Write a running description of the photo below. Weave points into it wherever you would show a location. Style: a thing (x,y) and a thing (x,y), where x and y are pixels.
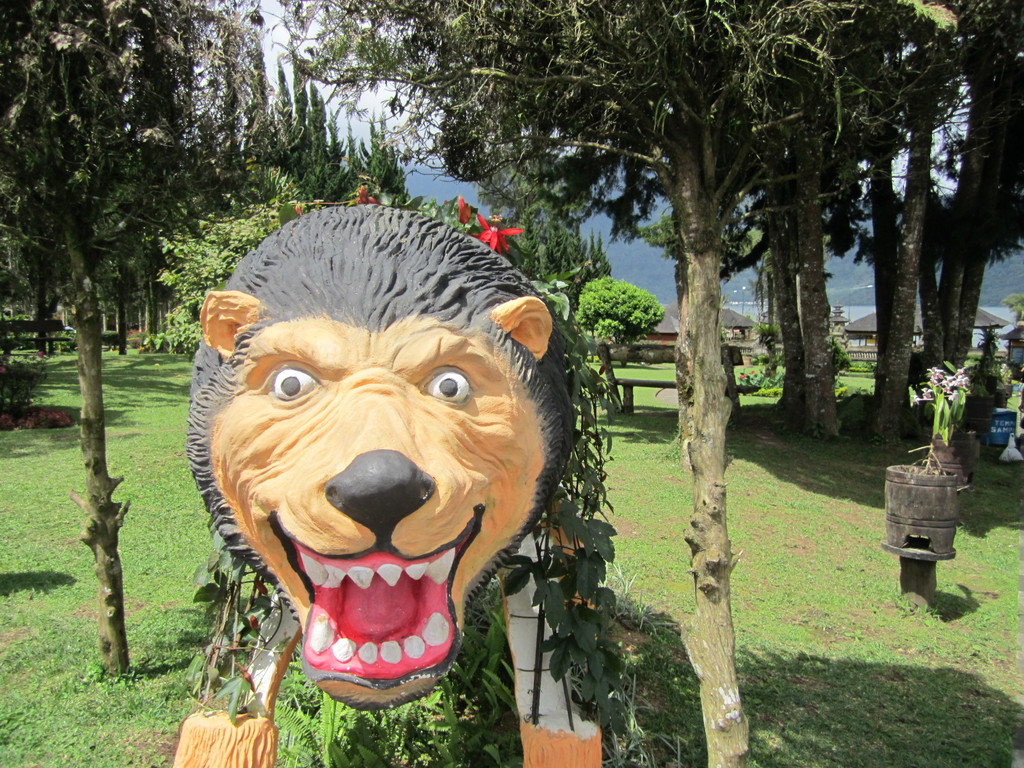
In this image, we can see the statue of an animal (504,278), there's grass (742,451) on the ground (6,446), there are some trees (54,93) and we can see the sky (276,74).
